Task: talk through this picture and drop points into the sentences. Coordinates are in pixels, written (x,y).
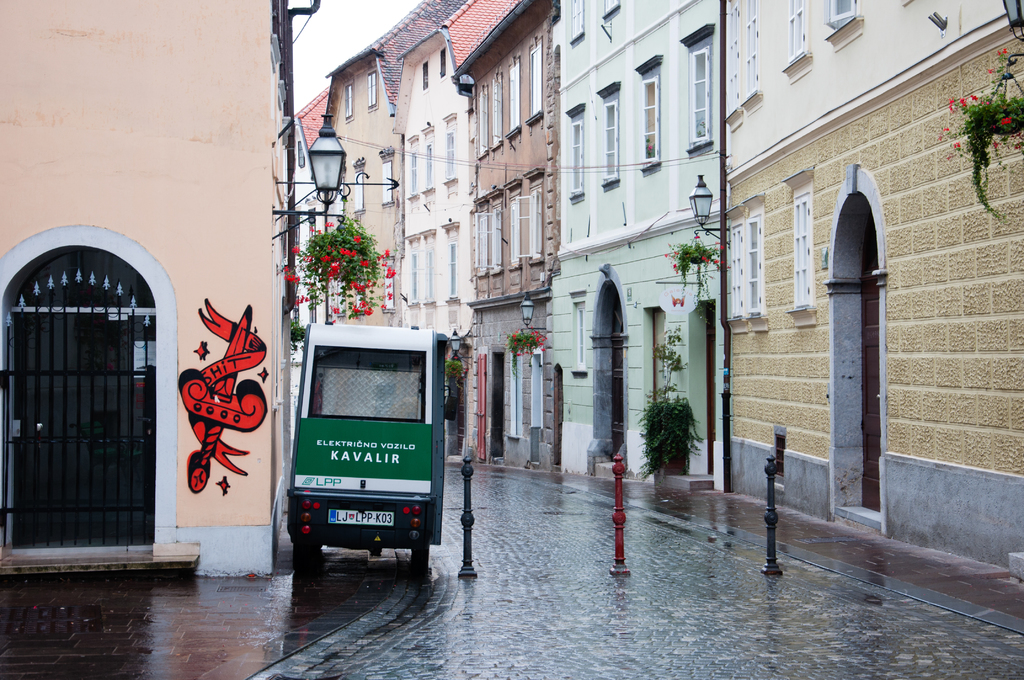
In this picture we can observe a vehicle (335,472) which is in green and white color on the road (389,626). We can observe three poles (769,509). There are some plants (695,255). On the left side (50,357) we can observe a gate (98,426) and a red color painting (202,357) on the wall (110,140). In the background (530,157) there are buildings (353,105) and a sky (341,53).
